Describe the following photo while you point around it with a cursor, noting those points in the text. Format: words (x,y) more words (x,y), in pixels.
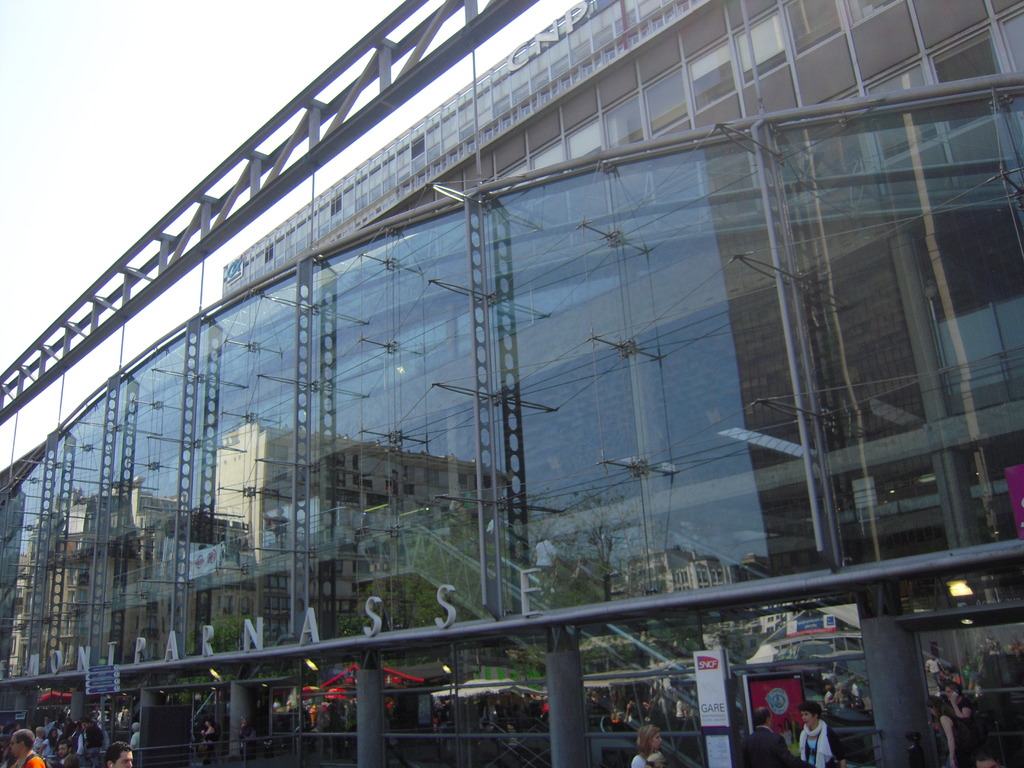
In this picture I can see there is a building (561,369) here and it has glasses (854,279) and there is a iron frame (158,293) here. There is a name board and there is another building (822,92) in the backdrop (803,76) and it has few windows (710,103) made of glass (593,137) and there are few people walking here and the sky (192,174) is clear.
